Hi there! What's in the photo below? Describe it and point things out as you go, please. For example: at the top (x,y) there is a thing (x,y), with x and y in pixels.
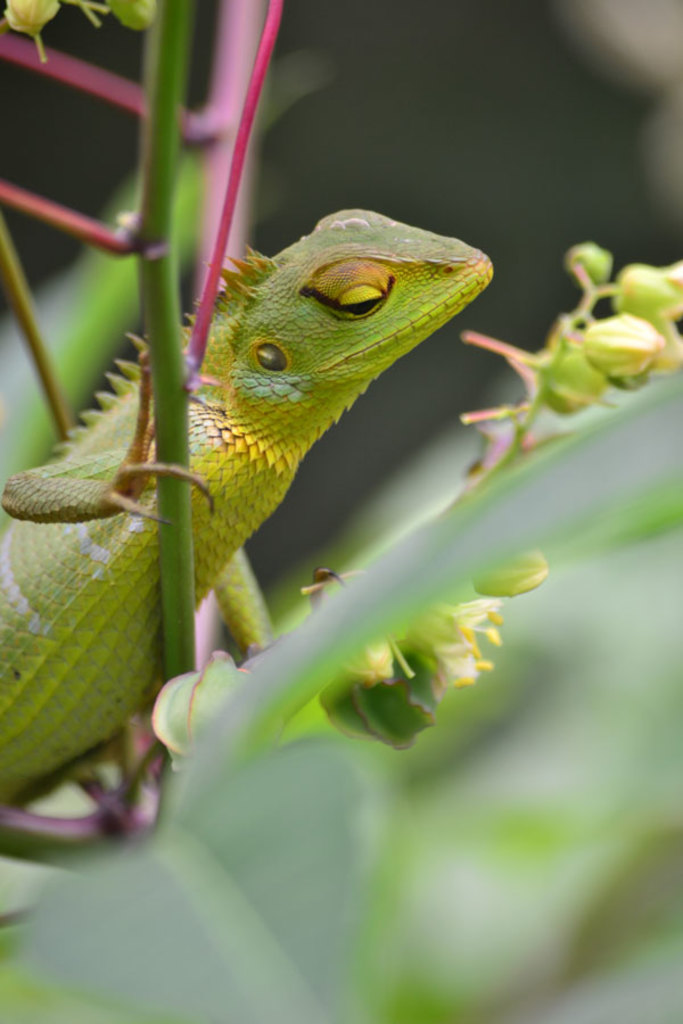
In this image I can see a green lizard (129,536) on a plant (15,900). The background is blurred.
